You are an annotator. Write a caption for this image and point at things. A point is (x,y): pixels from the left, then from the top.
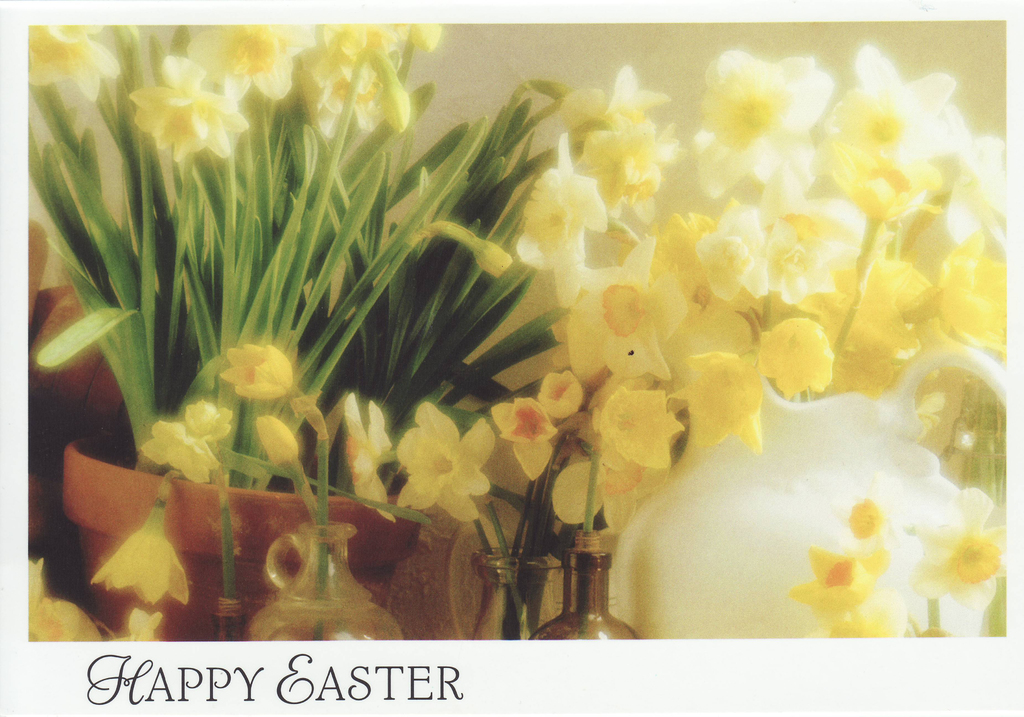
This picture seems to be an edited image with the borders (973,677). On the right (772,515) there is a flower vase (794,457) containing the flowers (869,344). On the left (161,428) we can see the potted plant (243,324). In the foreground (319,568) we can see the flower vase (531,577) containing flowers (290,448). In the background (538,48) there is an object (598,53) which seems to be the wall (636,51). In the bottom left corner (178,674) we can see the text (298,681) on the image. On the left (72,293) we can see some objects (75,389).
